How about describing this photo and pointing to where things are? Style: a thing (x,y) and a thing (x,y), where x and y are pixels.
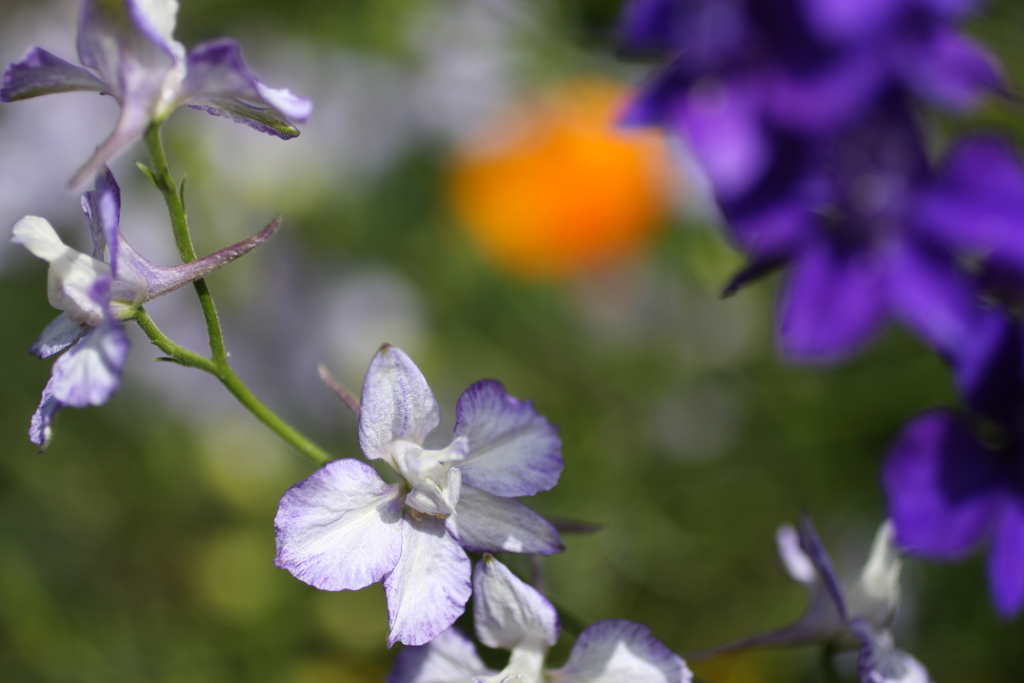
In the image in the center (419,404) we can see few flowers (555,433), which is in white and blue color. In the background (416,294) we can see trees (784,471).
